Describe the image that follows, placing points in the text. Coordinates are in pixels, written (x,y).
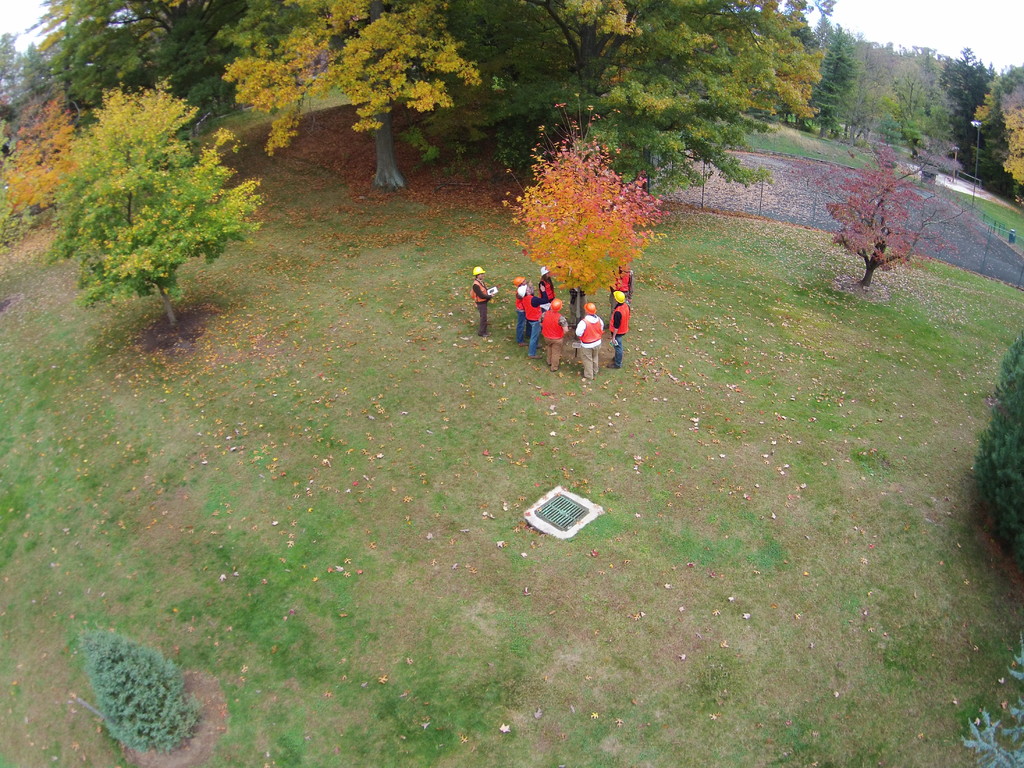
In this picture I can observe some people (528,319) standing on the ground (378,481) in the middle of the picture (525,287). I can observe some trees (137,195) and grass (584,445). In the background (965,26) there is sky (893,23).
